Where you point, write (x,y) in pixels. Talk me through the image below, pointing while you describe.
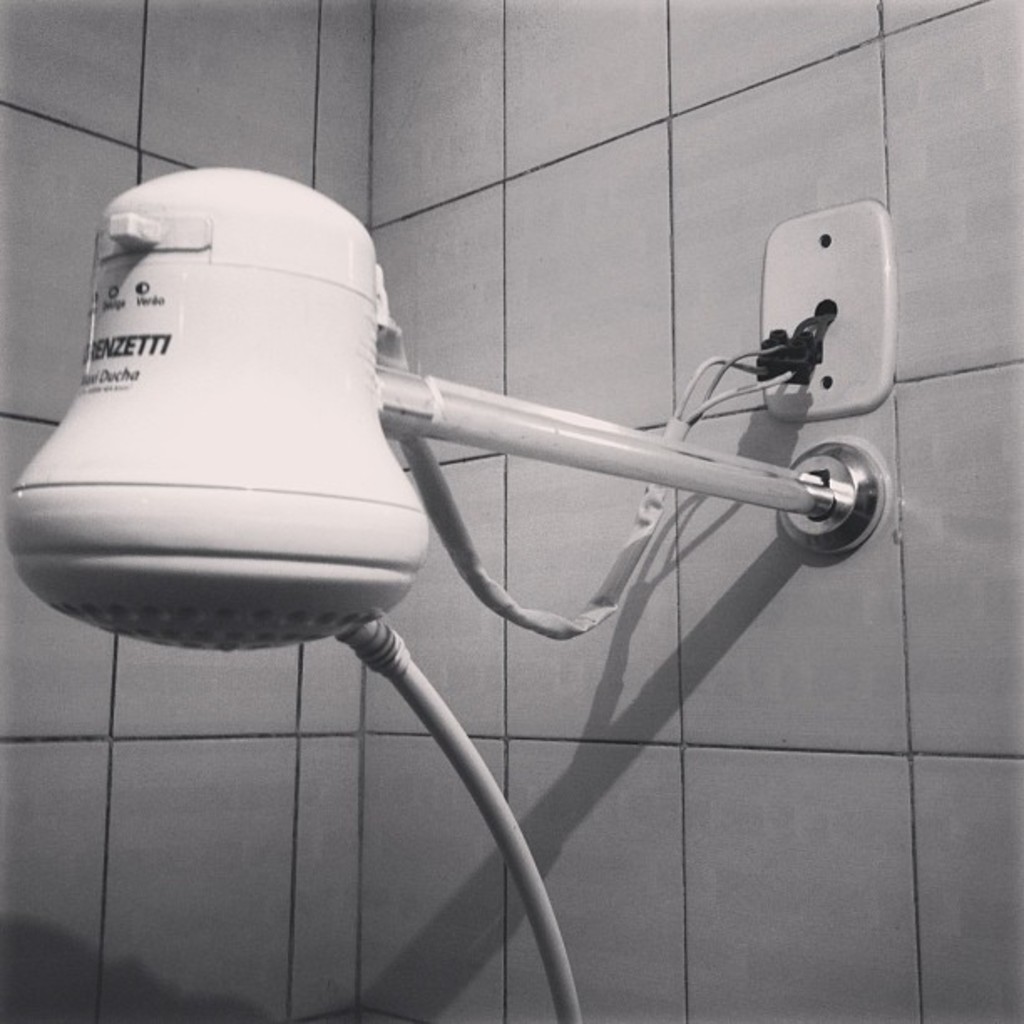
In the image it looks like a shower head (284,414) and it is fit to the tiles (553,657).
